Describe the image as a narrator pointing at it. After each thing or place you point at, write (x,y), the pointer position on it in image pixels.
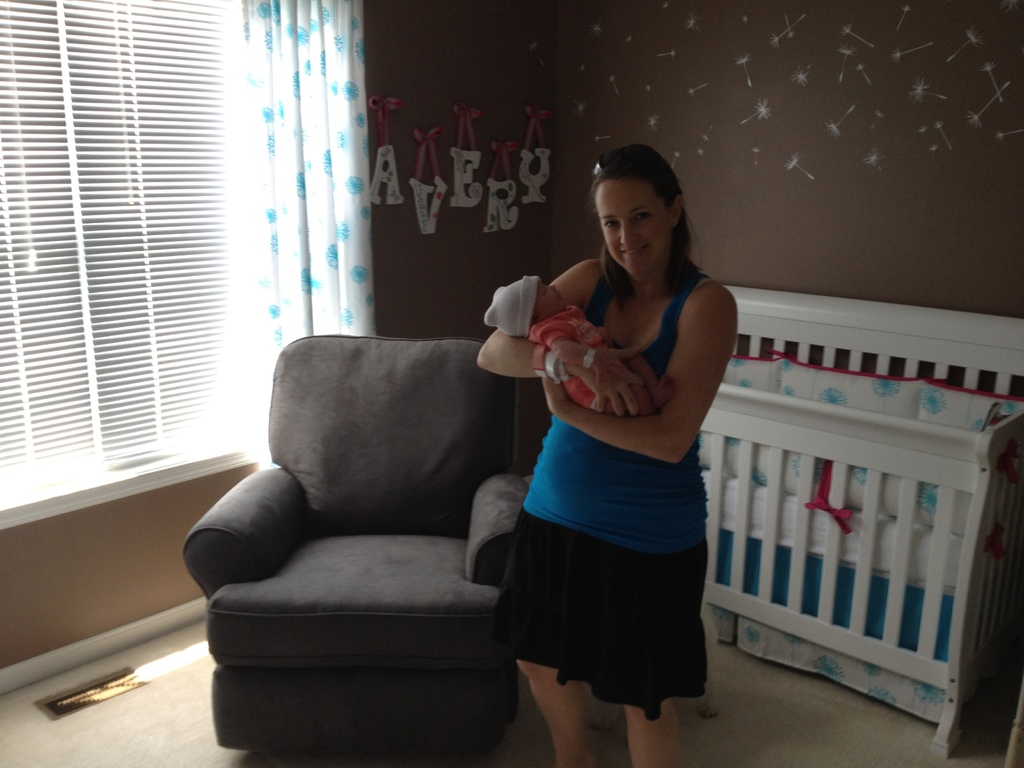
In this picture we can see a woman (684,533), she is holding a baby (554,319) in her hands (602,378), beside to her we can see a sofa (294,560) and a cradle (796,458), in the background (310,105) we can see curtains (337,129) and window blinds (135,265).
